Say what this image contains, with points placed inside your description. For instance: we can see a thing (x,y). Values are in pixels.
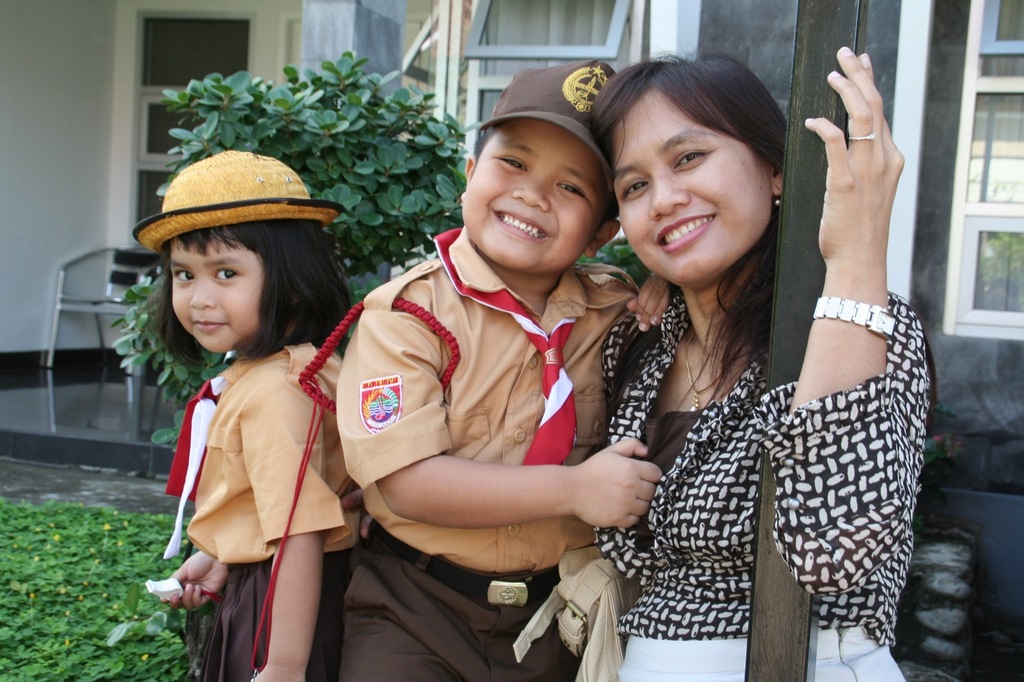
In the picture I can see two children (499,483) wearing uniforms (597,368) and a woman (752,470) wearing black color dress (739,465) is standing near the pole (797,316) and they are smiling. In the background (1010,490), we can see shrubs (170,631), glass windows (980,259), a chair (98,298) and the building (72,333).
